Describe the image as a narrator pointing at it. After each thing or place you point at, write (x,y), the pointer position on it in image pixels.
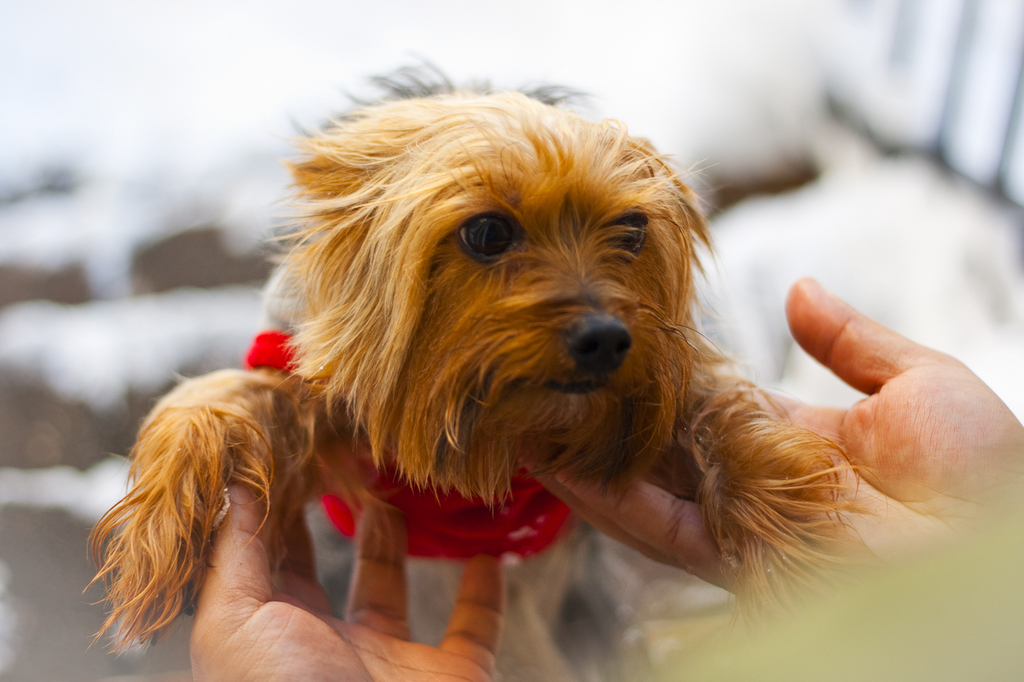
In this image we can see a dog (384,403) on the person's hand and the background (683,86) is blurred.
